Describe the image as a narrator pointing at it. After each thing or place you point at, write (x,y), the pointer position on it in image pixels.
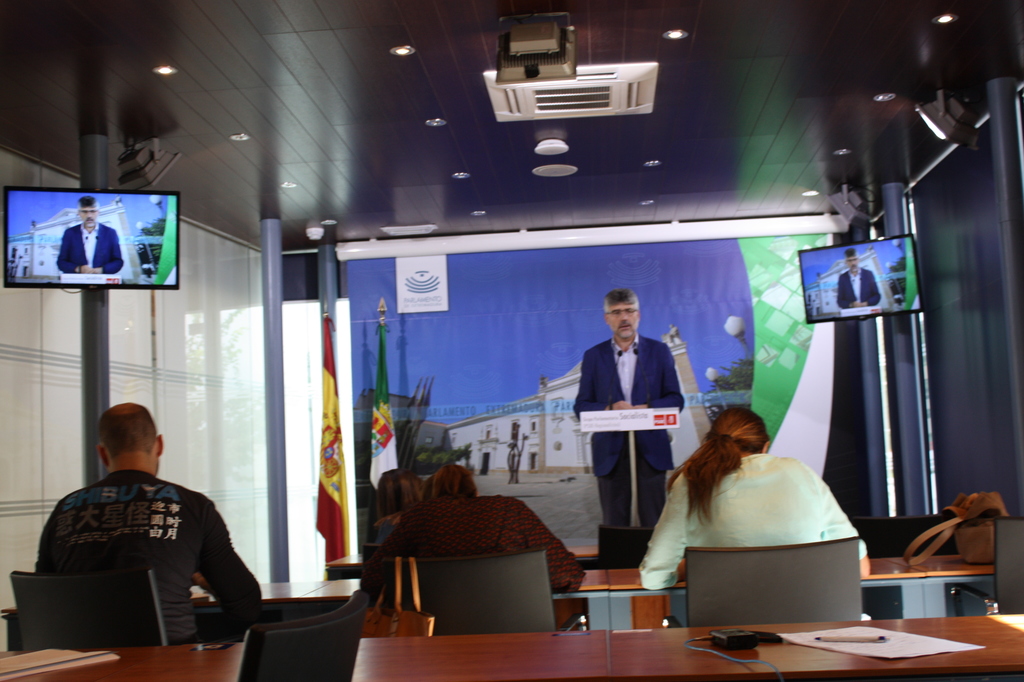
In the center of the image (613,445) we can see a person (601,456) standing beside a speaker stand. We can also see a banner (569,497) with some pictures (580,463), the flag (381,377) and a bag (940,542) on the table (629,577). On the bottom of the image (723,521) we can see some people (723,521) sitting in the chairs (727,601). We can also see a table (680,655) containing a pen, paper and a device (725,641) on it. We can also see two display screens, poles (98,395), lights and a roof (413,145) with some ceiling lights (399,49).
